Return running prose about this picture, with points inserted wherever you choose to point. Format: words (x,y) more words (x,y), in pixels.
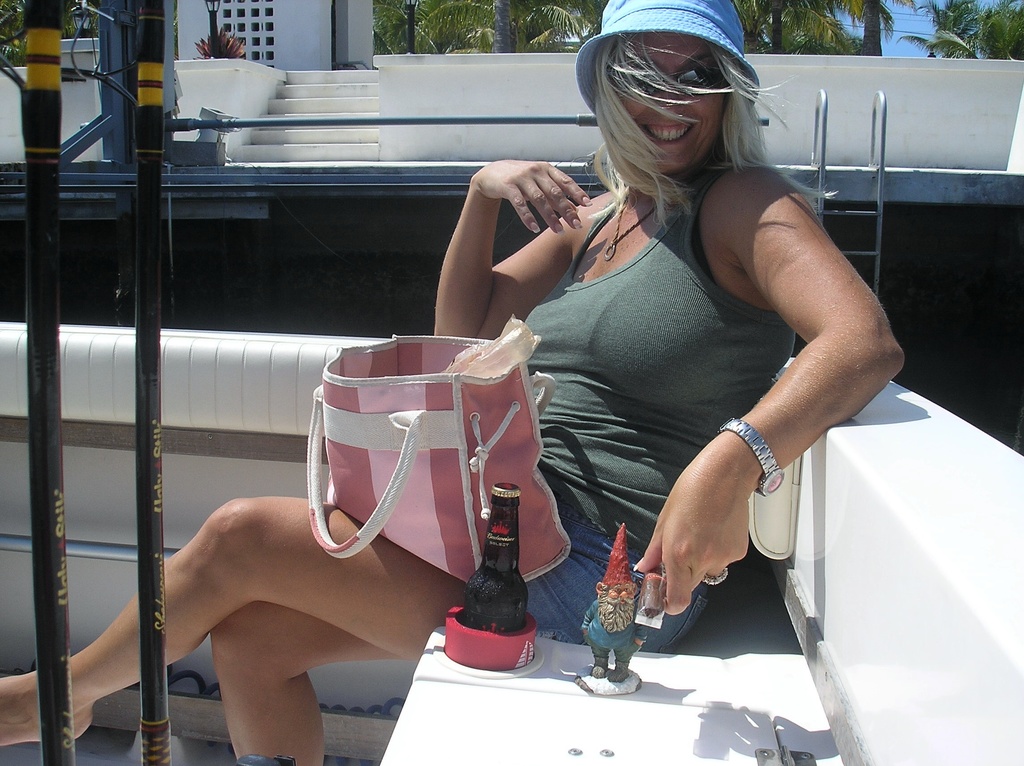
Woman (687,525) in green t-shirt (672,221) is sitting on white bench (736,662). We see a pink bag (444,453) is placed on her laps (530,598). Beside that, we see a glass bottle (512,585) and a toy (599,641). Behind her, we see building (413,97) which is white in color and we even see staircase (272,130) and on top of picture (543,23), we see trees (874,37) and sky (903,15).
